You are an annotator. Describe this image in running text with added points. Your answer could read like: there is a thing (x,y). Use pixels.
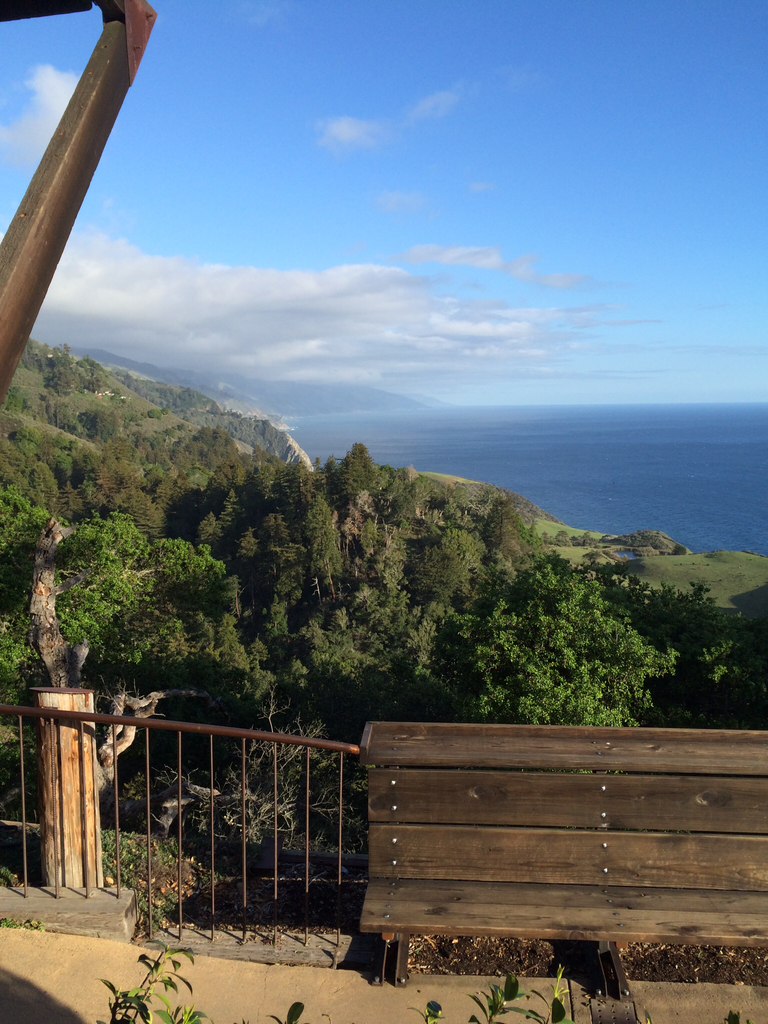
This image consists of trees (370,681) in the middle (371,503). There is a bench (460,843) at the bottom (437,843). There is sky (333,177) at the top (394,284). There is water (502,480) on the right side (560,510).
